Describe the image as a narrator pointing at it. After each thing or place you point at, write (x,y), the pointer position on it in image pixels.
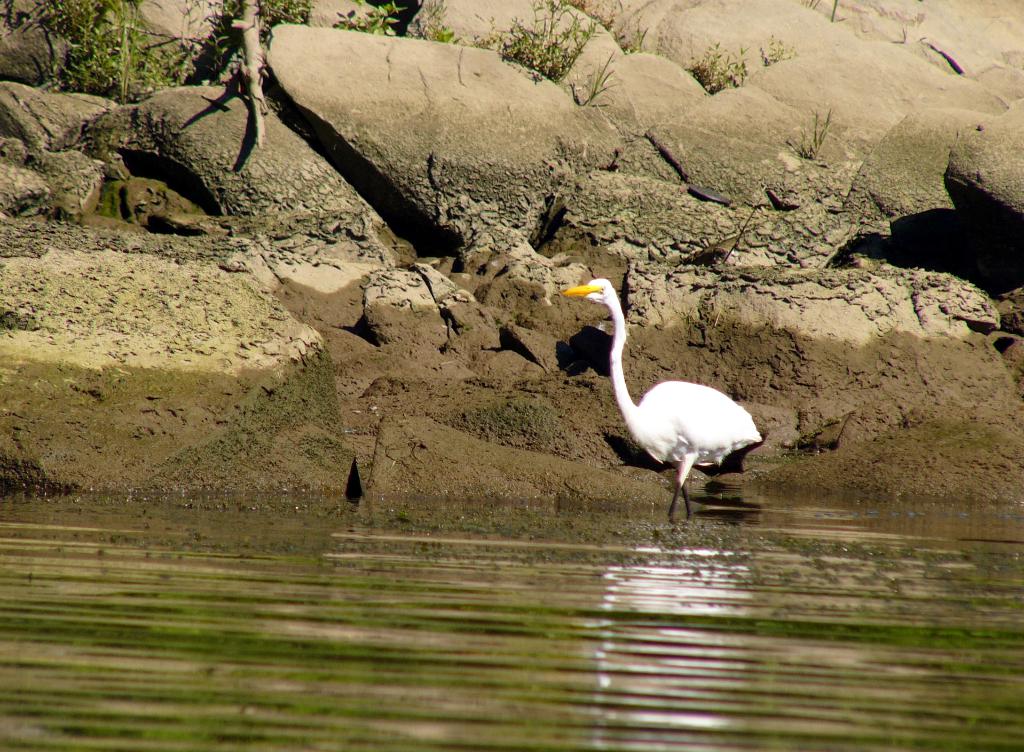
In this image there is an egret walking on the river (307,633) beside that there are some rocks (275,302) and plants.
